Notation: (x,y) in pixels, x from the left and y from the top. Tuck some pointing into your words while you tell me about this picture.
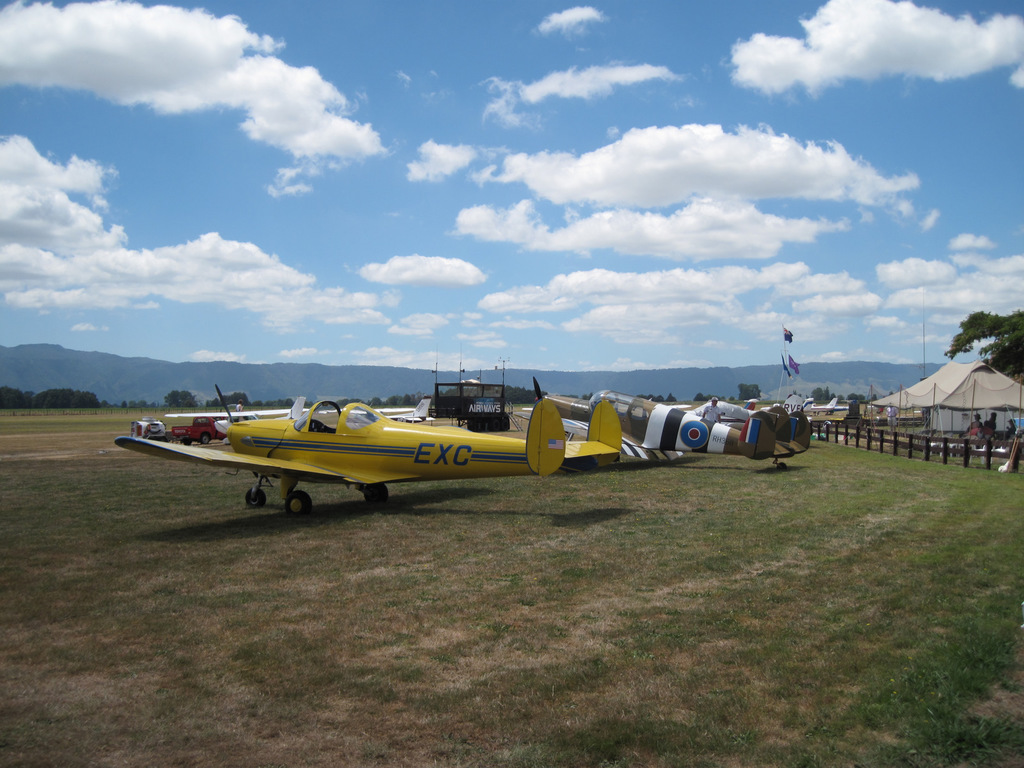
In this image there are airplanes (401,459) and vehicles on the grass (438,569), there are tents (997,393), flags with the poles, trees (995,359), hills (818,369), sky (501,250).
